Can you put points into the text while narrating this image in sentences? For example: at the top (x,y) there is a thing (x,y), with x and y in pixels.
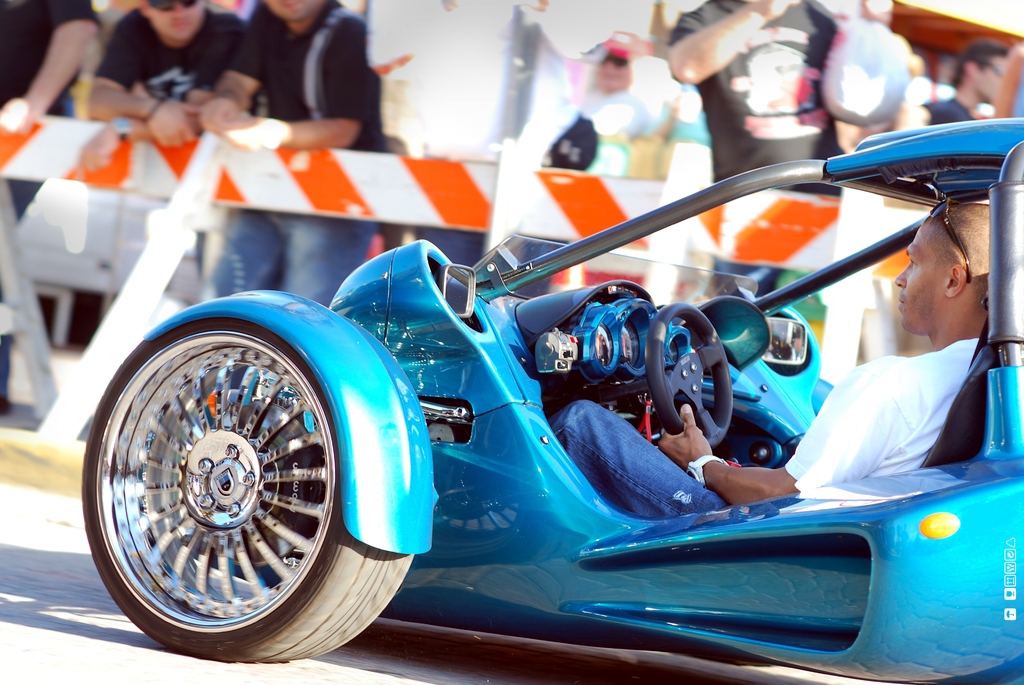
In this picture we can see a man (736,481) riding a blue colored car (522,493) on the road (33,611). And on the background (366,9) we can see some persons (734,120) who are standing.
